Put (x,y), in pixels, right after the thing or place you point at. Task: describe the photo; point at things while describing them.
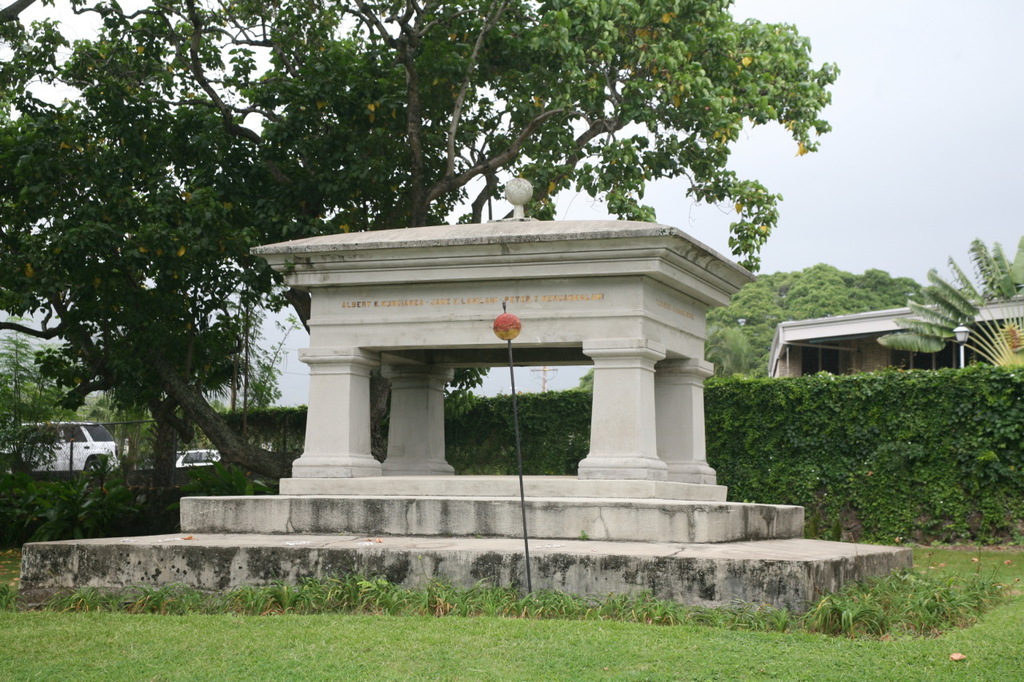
In the center of the image (521,316) a monument (483,230) is there. In the background of the image (336,231) we can see trees (362,201), cars (57,446), bushes (777,415), electric light pole (967,332), building (797,355) are there. At the top of the image (922,100) sky (929,105) is there. At the bottom of the image (384,621) we can see some plants (842,624), grass (375,640) are present.
